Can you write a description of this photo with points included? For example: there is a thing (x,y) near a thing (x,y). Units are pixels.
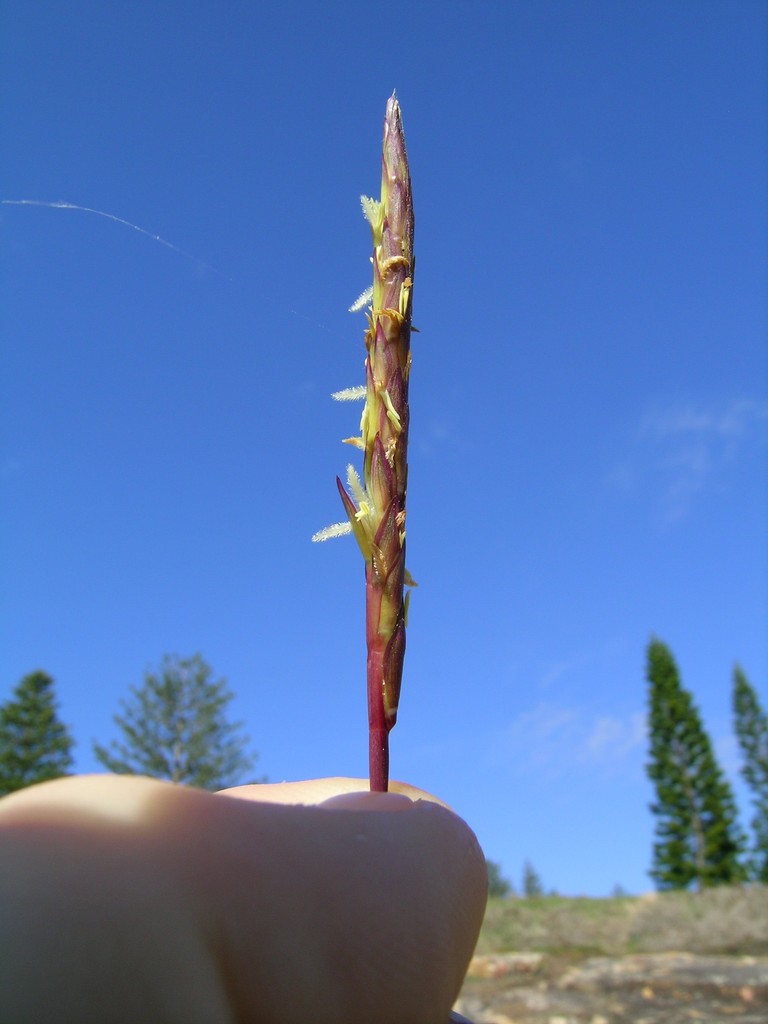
In the center of the image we can see one object (451,845). On the object (369,801), we can see a part of the plant (391,583), which is in green and pink color. In the background (418,473) we can see the sky (561,611), clouds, trees (537,882), grass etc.
